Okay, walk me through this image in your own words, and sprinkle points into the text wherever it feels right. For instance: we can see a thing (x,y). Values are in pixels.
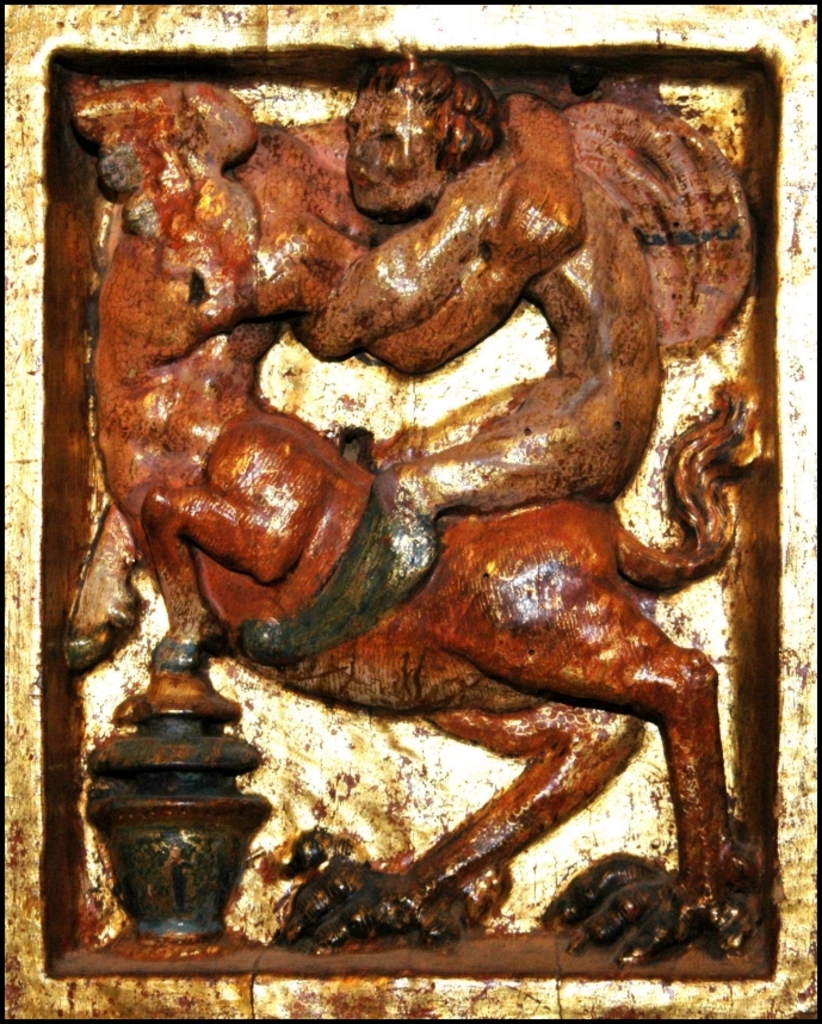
In this picture we can see a sculpture (374,608).
